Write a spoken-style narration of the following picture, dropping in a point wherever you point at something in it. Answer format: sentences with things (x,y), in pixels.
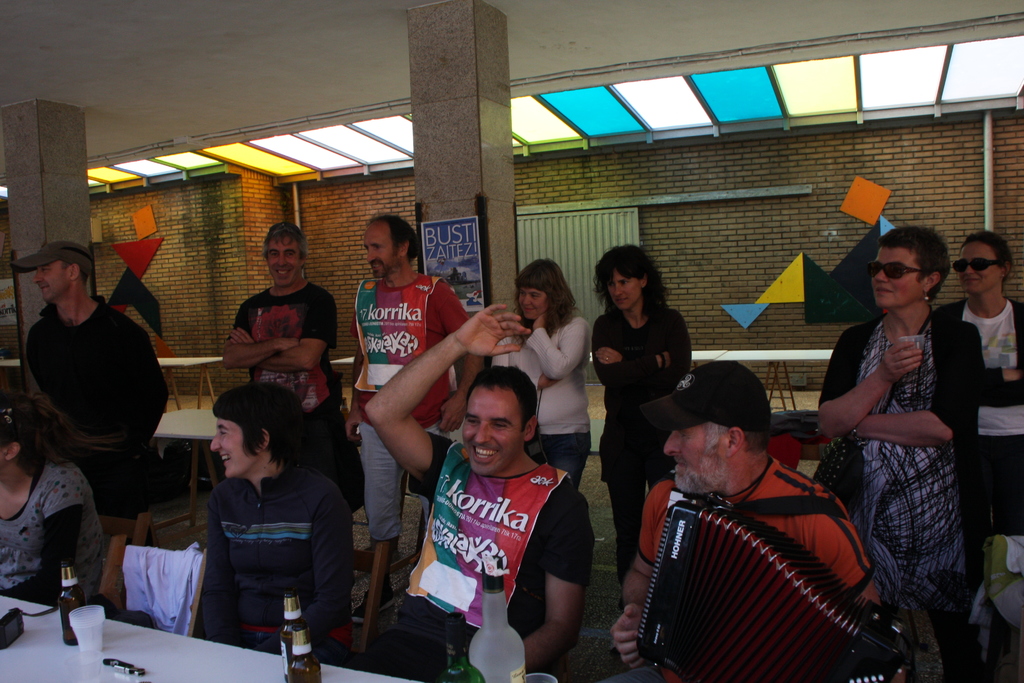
In this image we can see a few people (327,404), among them, some are sitting on the chairs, in front of them, we can see a table (64,644), on the table (73,647), there are bottles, glasses (101,641) and some other objects (11,640), also we can see the pillars (498,298) and tables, in the background (788,269), we can see some objects (809,266) on the wall (575,167).
